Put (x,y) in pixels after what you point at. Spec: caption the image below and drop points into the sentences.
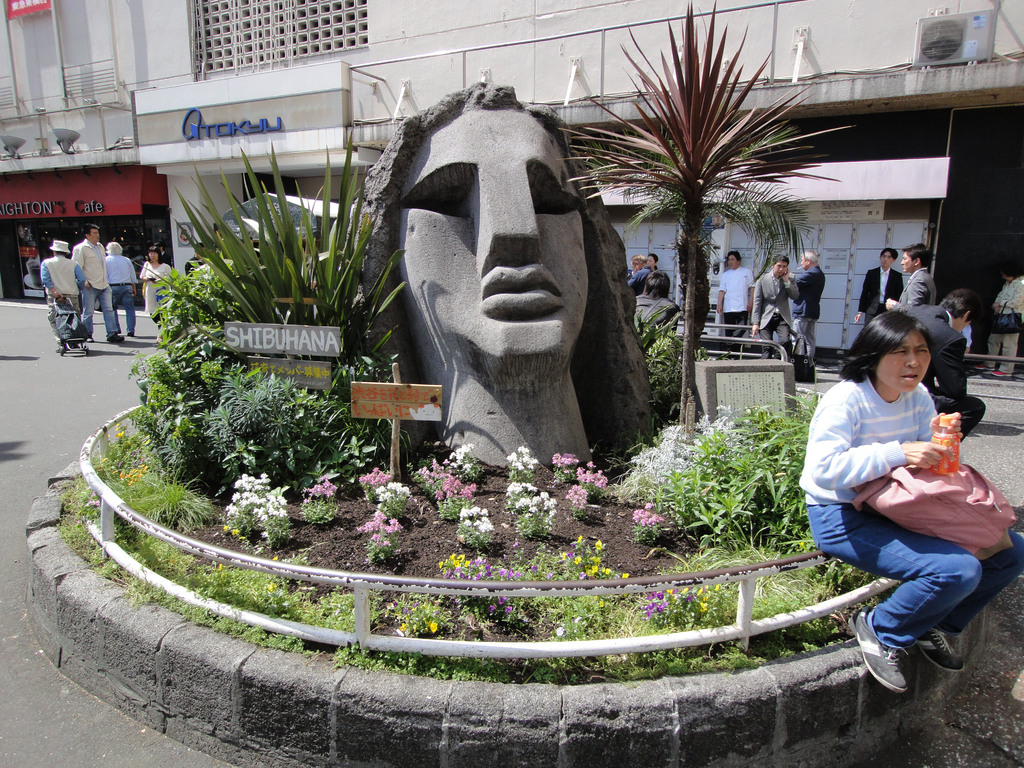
It seems the picture is taken on the road (27,698). There are group of people (920,252) on the road (1004,684). At the back (291,125) there is a building (389,107) and there is a statue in the middle of the road (12,410) and there are plants (399,617) and flowers (366,544) beside the statue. There is a woman (805,490) sitting on the railing (237,554).
